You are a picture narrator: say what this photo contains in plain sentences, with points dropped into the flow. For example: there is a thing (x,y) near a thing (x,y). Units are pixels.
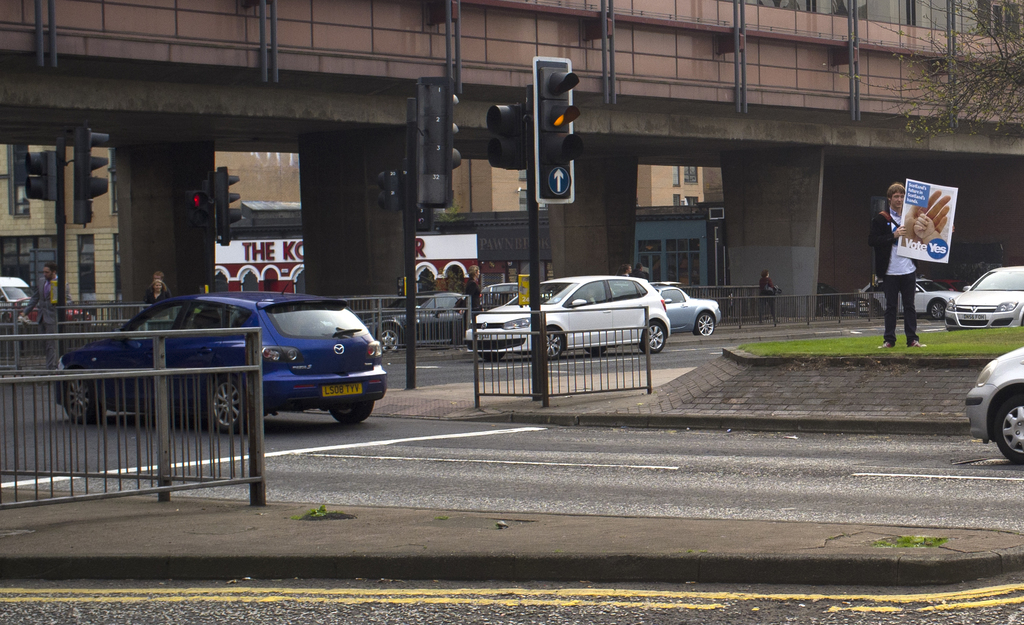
In this picture there is a boundary (24,405) on the left side of the image (194,404) and there are cars (84,354) on the right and left side of the image (297,389), there are traffic poles (394,206) in the center of the image (407,234) and there is a bridge (652,26) at the top side of the image (842,161).
